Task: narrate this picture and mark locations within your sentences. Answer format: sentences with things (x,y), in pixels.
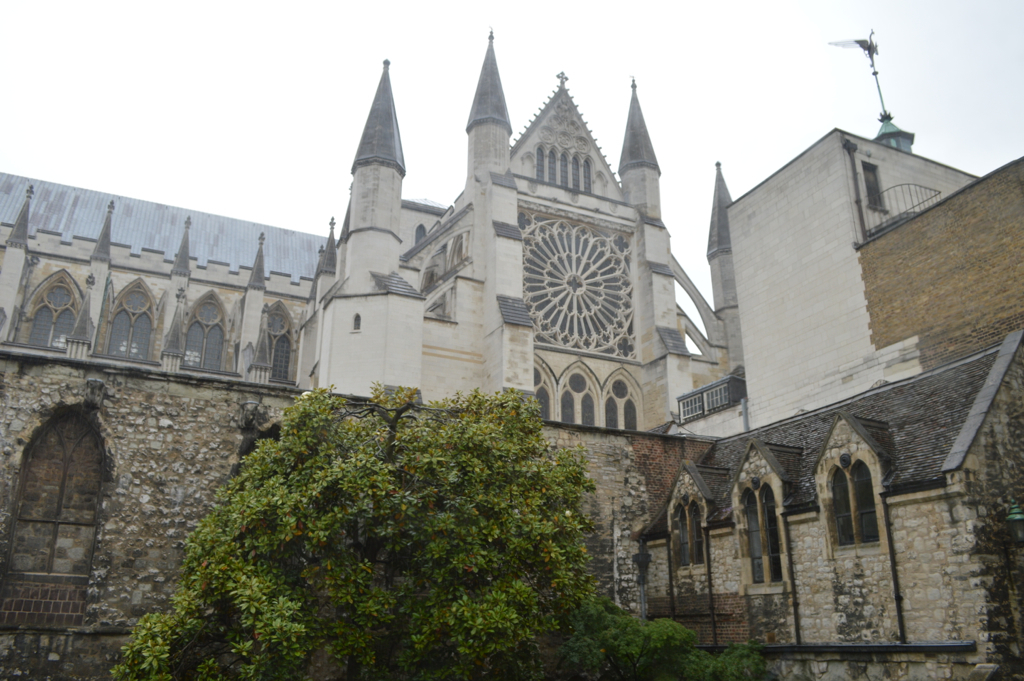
In this image we can see a building (368,322), tree (304,472) and other objects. At the top of the image (188,138) there is the sky (225,107).
